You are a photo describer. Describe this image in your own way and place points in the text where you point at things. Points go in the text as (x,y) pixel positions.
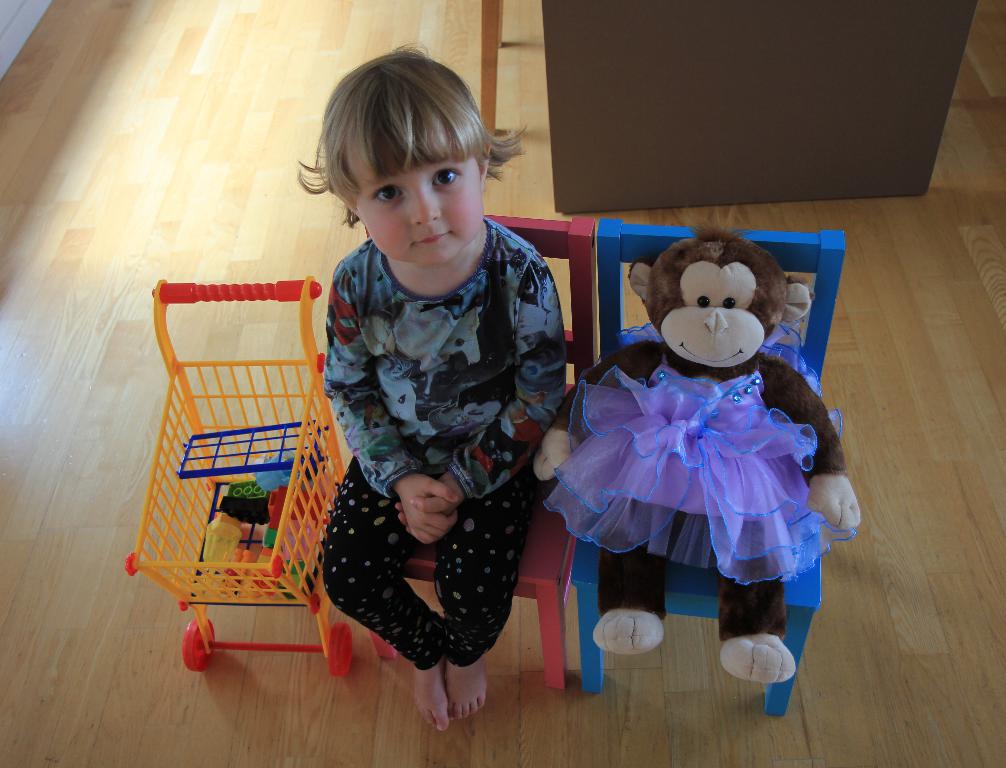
In the image on the wooden floor (235,351) to the left corner (262,566) there is a toy cart (247,449) with few items (249,510) in it. Beside the cart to the right side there is a girl (564,356) sitting on the red chair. Beside her to the right (730,402) there is a blue chair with toy monkey (754,545) is sitting on it. At the top right of the image (856,85) there is an item (807,115).
